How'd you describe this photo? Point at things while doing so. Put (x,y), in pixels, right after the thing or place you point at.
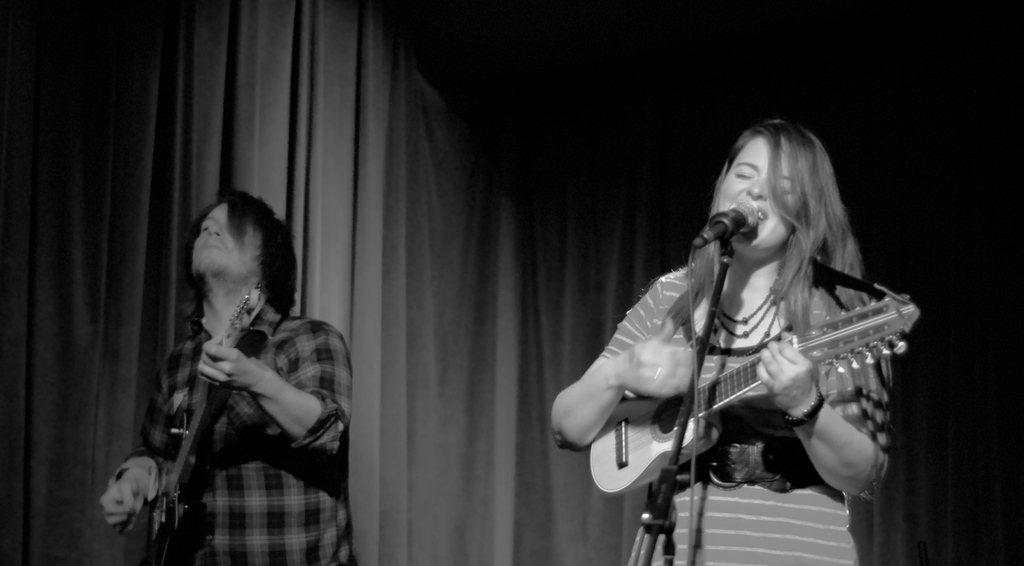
In this picture there are two people (751,195) with musical instruments (248,301) in their hands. One is singing. The lady (732,306) has mic (729,237) in front of her. Behind, in the background (120,288) there is a curtain (942,164).
